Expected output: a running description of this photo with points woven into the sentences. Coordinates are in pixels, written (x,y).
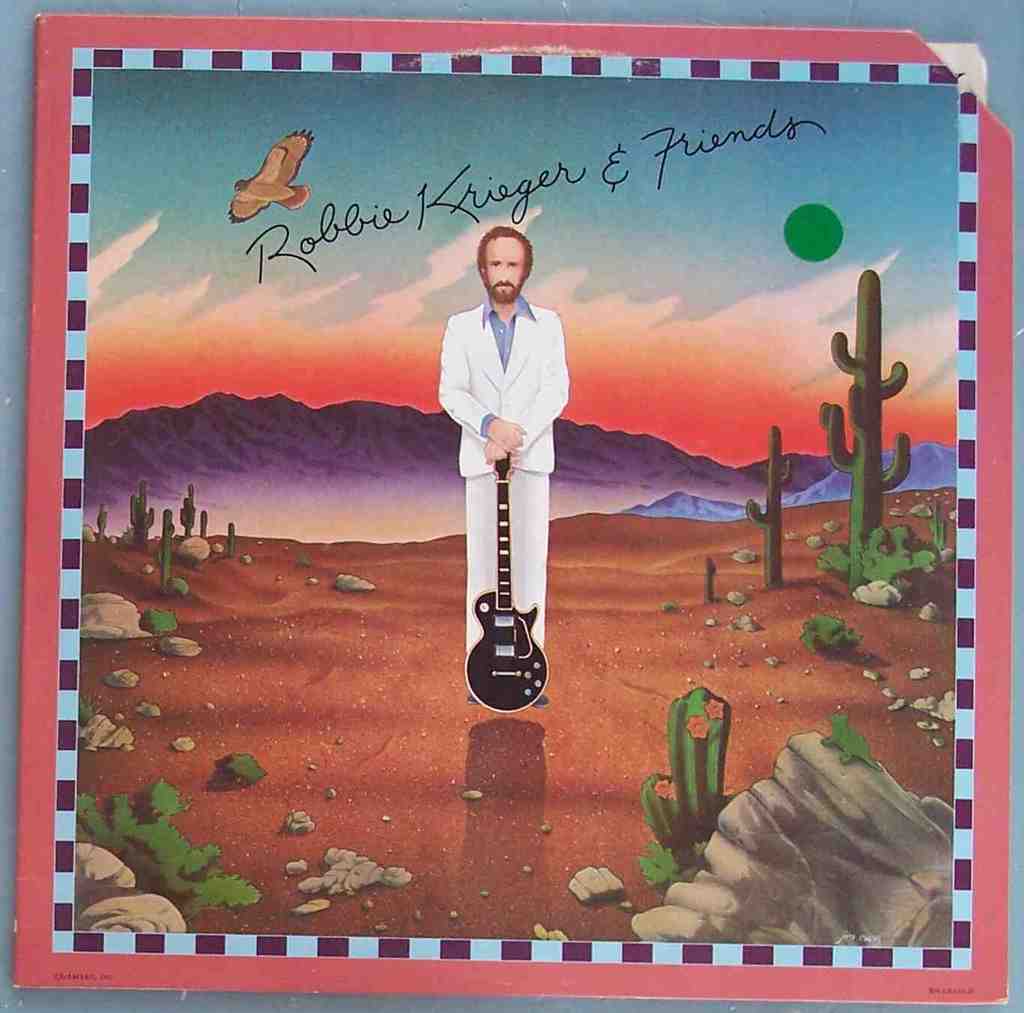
In the picture we can see a painting (387,827) of a man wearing a white color blazer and holding a guitar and around him we can see the stones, cactus plants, behind him we can see hills (213,468) and sky (253,363) and on it is written as Robbie Krieger and friends.
